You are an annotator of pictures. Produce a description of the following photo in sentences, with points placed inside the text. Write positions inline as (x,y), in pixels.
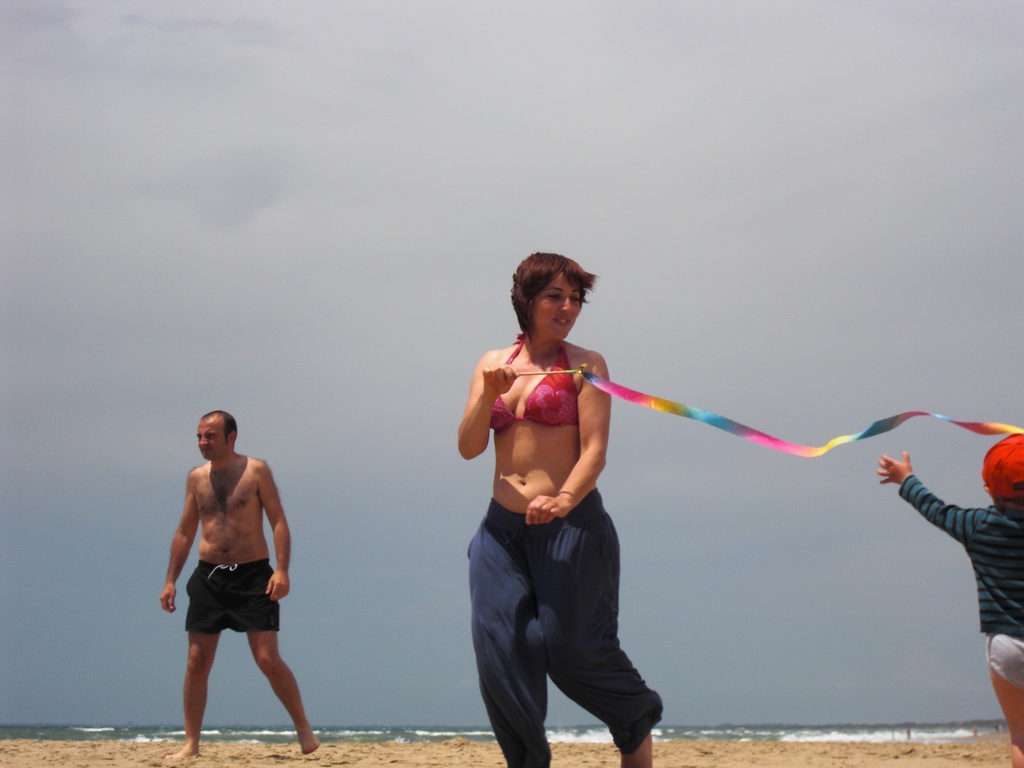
In this image we can see three persons (537,416). The person (587,392) in the middle (587,392) is holding an object (736,434). At the bottom (407,762) we can see the sand (705,748) and the water (713,736). Behind the persons (504,510) we can see the sky (333,276).
